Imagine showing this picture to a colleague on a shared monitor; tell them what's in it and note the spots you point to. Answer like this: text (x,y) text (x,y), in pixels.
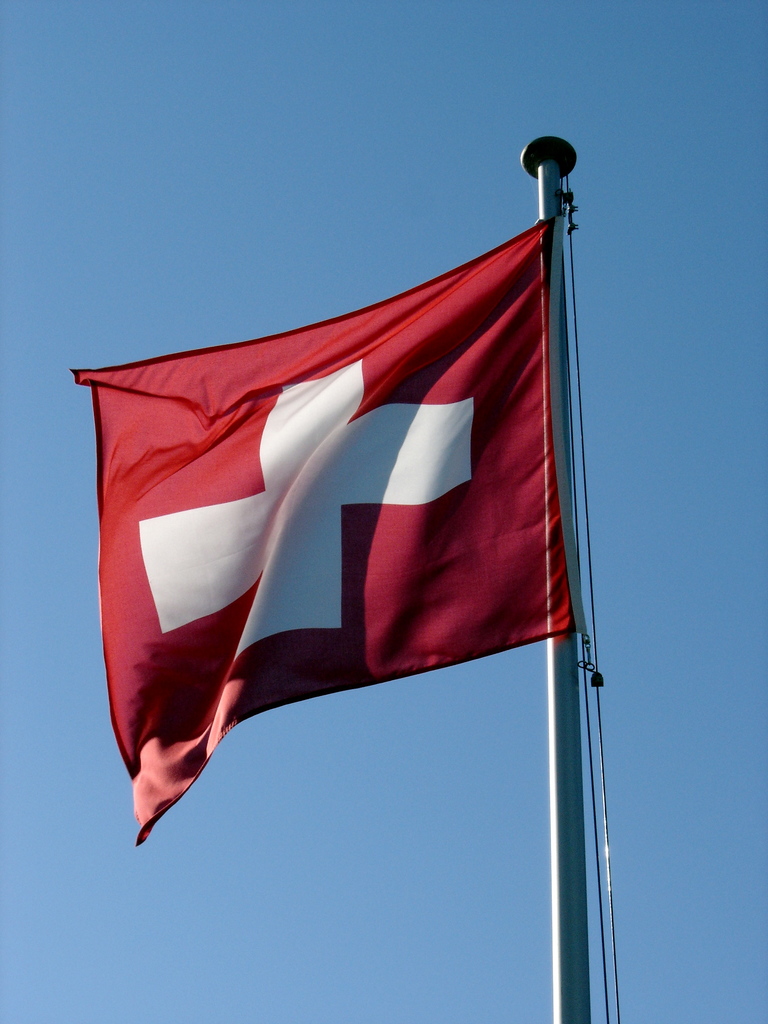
In the picture there is a flag (540,427) flying in the air (436,159), it is in red and white color.
